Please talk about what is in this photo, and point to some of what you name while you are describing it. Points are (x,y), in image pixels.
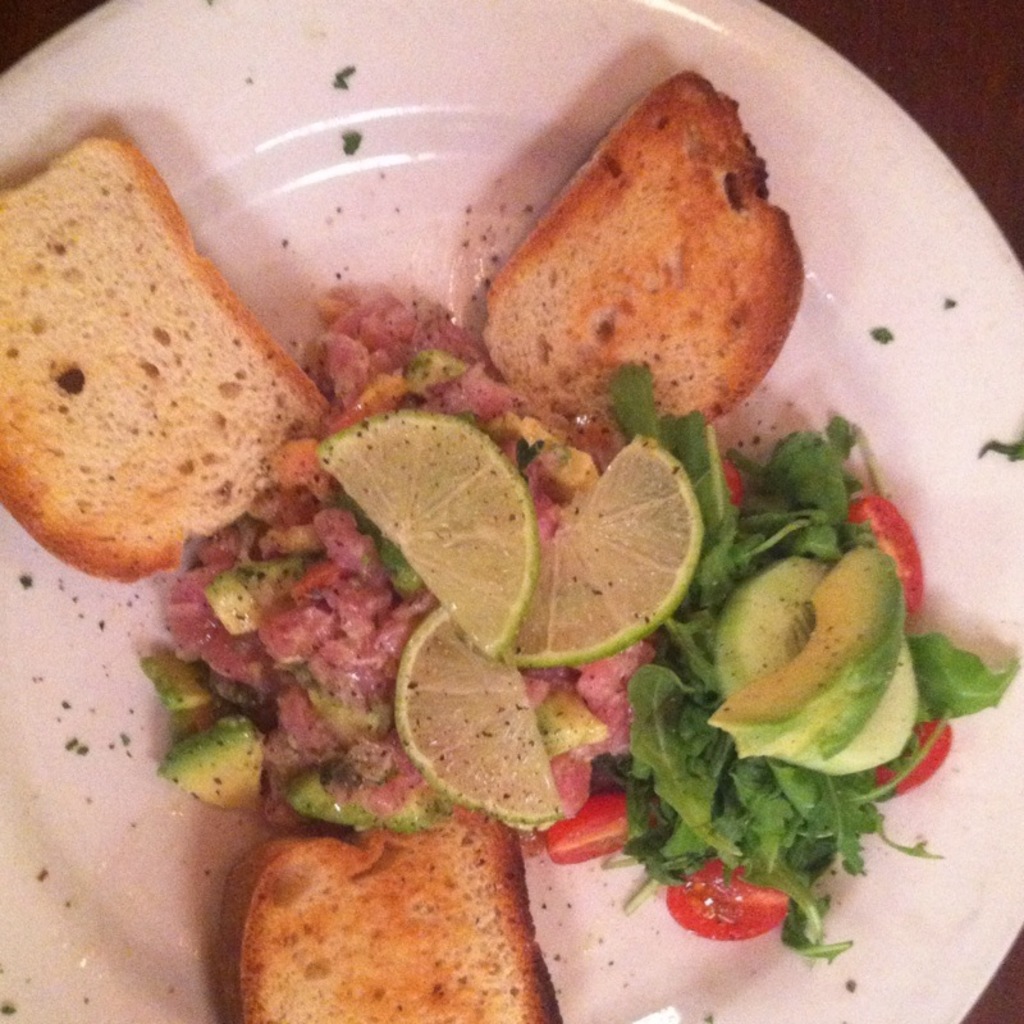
We can see plate (466,175) with lemon slices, vegetable leaves (778,849), tomato slices (893,545), cucumber (778,588) and food (332,885) on the surface (951,141).
